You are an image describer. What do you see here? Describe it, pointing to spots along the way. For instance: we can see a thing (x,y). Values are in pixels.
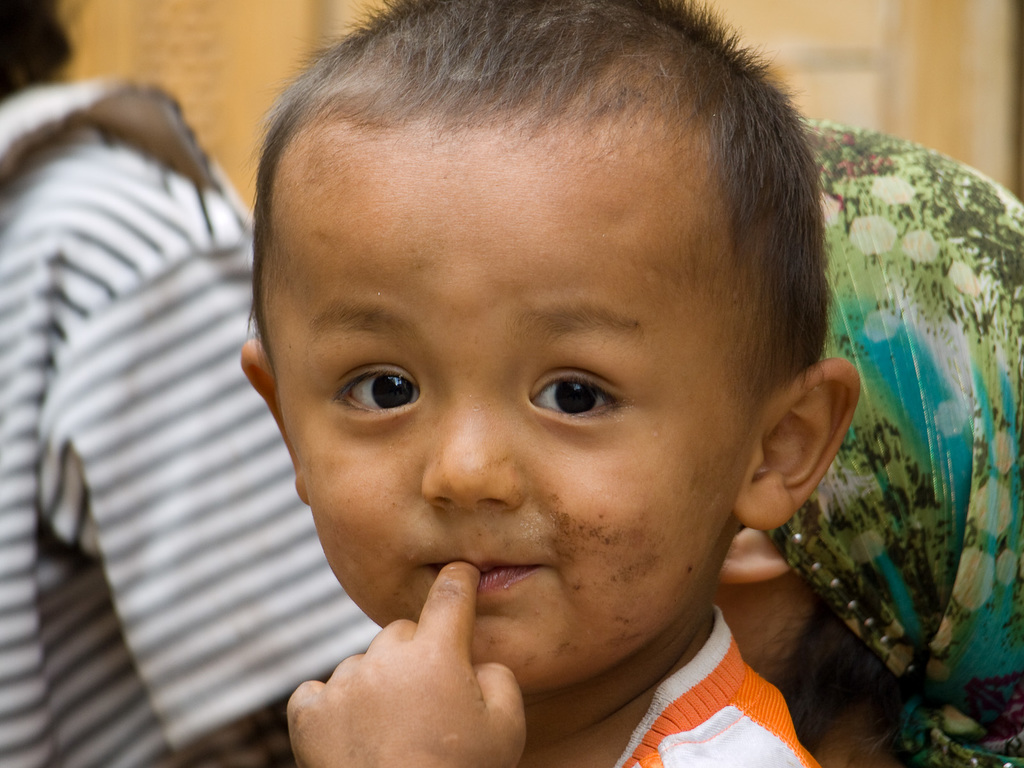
There is a small kid (561,454). In the back (873,712) there are two persons (723,611). Person (817,664) on the right (872,670) is wearing a scarf (909,620) on the head (866,698). In the background (825,61) it is blurred.
